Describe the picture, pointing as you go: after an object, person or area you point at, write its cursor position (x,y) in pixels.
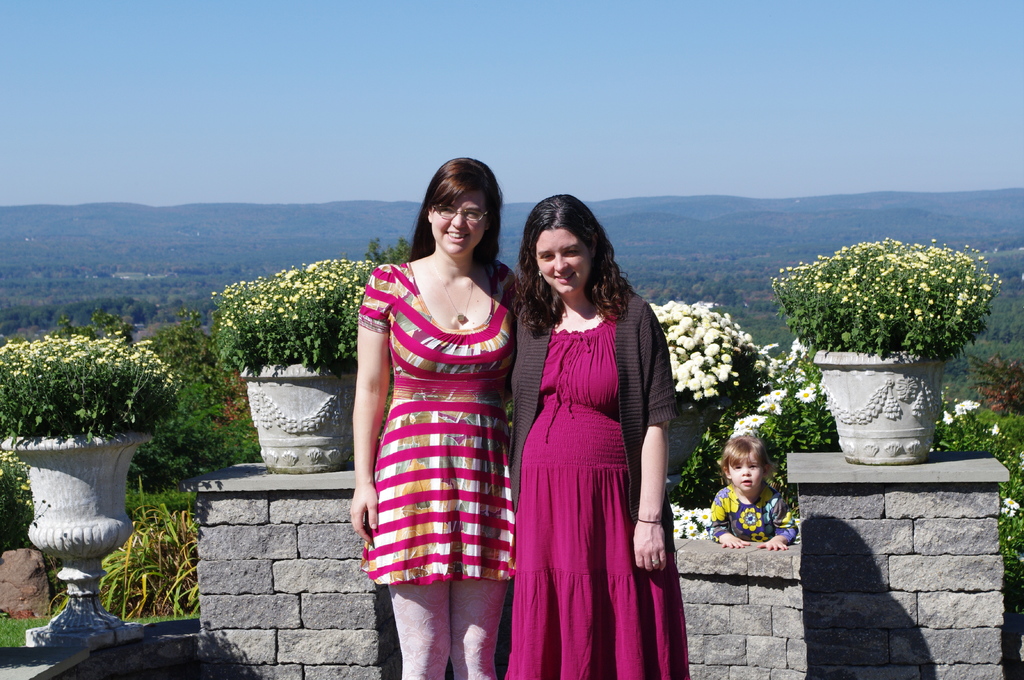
In this image there are two persons (557,471) standing in the middle of this image (527,440). There are some flower pots (342,414) with some flowers (702,388) and trees (174,335) are in the background (812,328). There is a sky (330,50) on the top of this image (367,57). There is one kid (737,494) standing on the right side of this image (766,515).
